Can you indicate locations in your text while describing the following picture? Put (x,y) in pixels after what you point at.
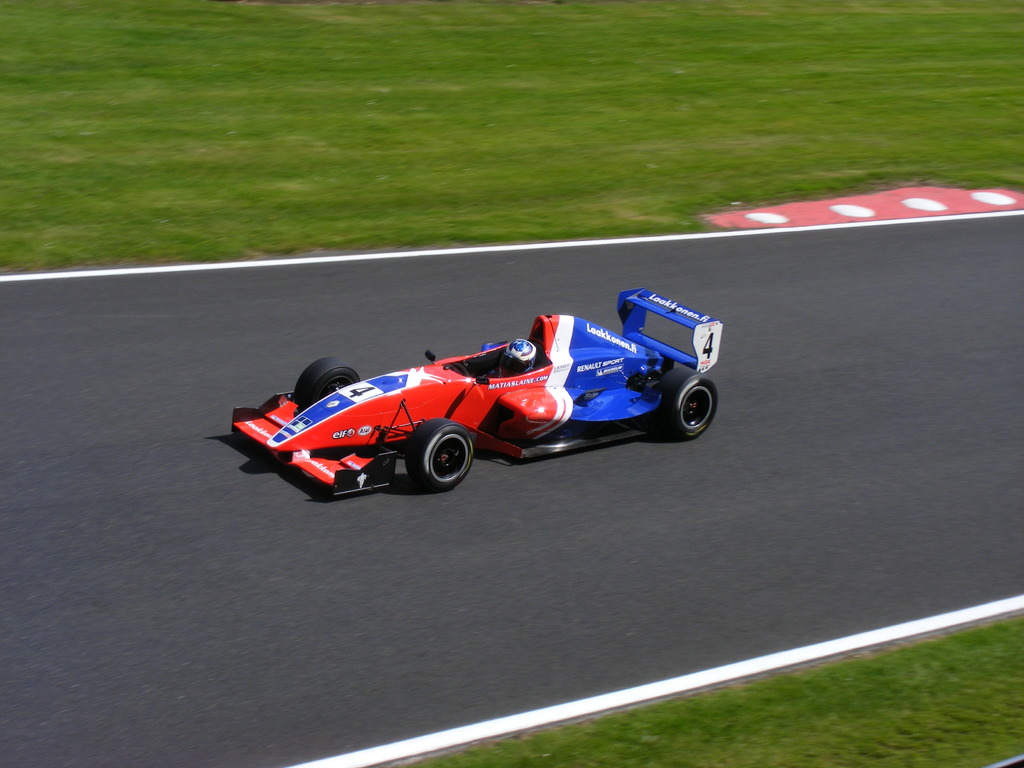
In this image I can see a racing car (453,472) in the center of the image (625,376) on the road (493,274). I can see a grass garden (362,113) on both sides of the road (774,449).
